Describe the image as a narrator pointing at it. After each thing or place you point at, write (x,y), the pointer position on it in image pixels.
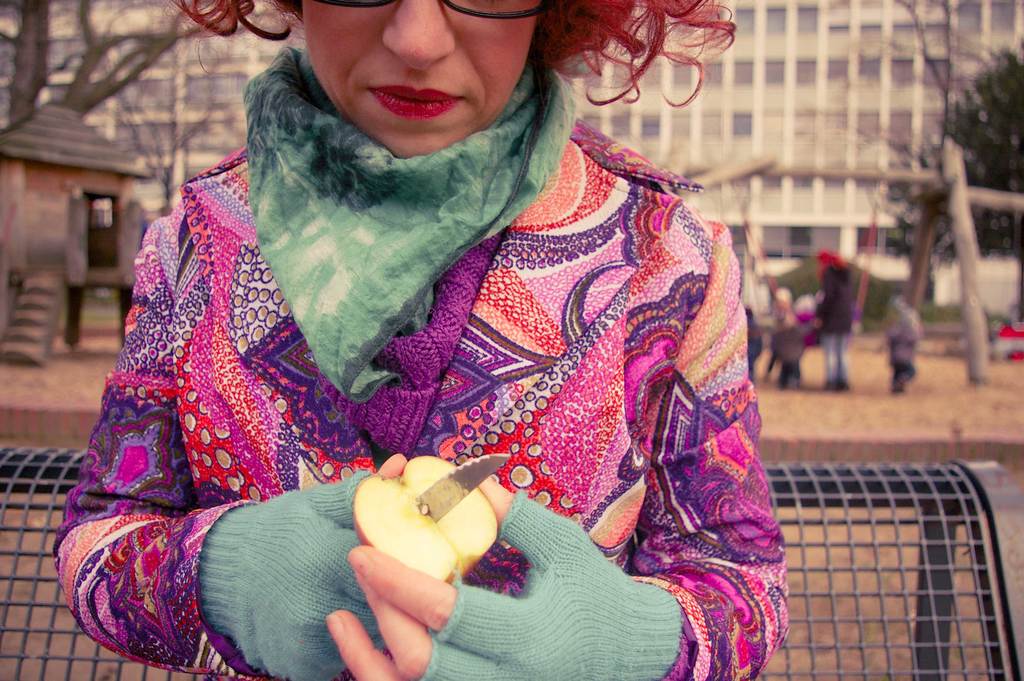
In this image I can see the person (233,306) holding the fruit (387,503) and cutting with the knife (429,495). This person (348,293) is wearing the colorful dress (496,295) and also the specs (526,3). To the back of this person (456,245) I can see few more people (785,365) standing on the ground (880,412). In the background (729,119) I can see house (89,153), trees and the building (663,91).
